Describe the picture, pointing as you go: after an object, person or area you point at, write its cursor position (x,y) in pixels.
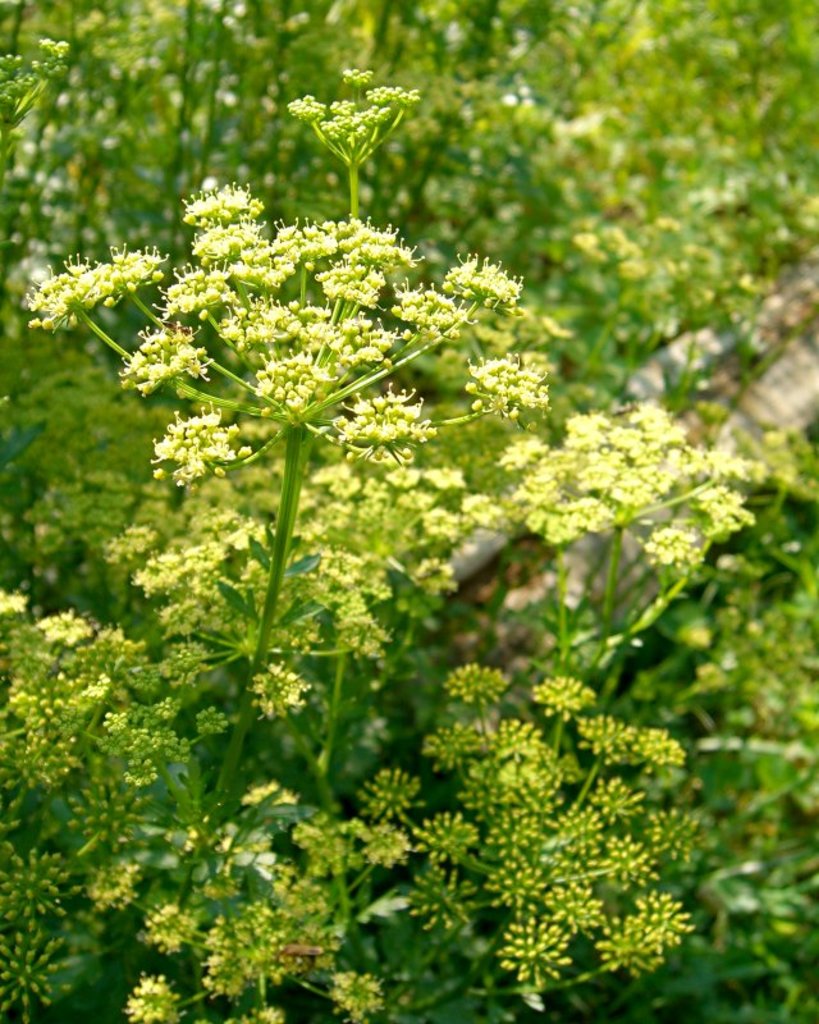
In this image there are flowers (511,459) and plants (578,252).
